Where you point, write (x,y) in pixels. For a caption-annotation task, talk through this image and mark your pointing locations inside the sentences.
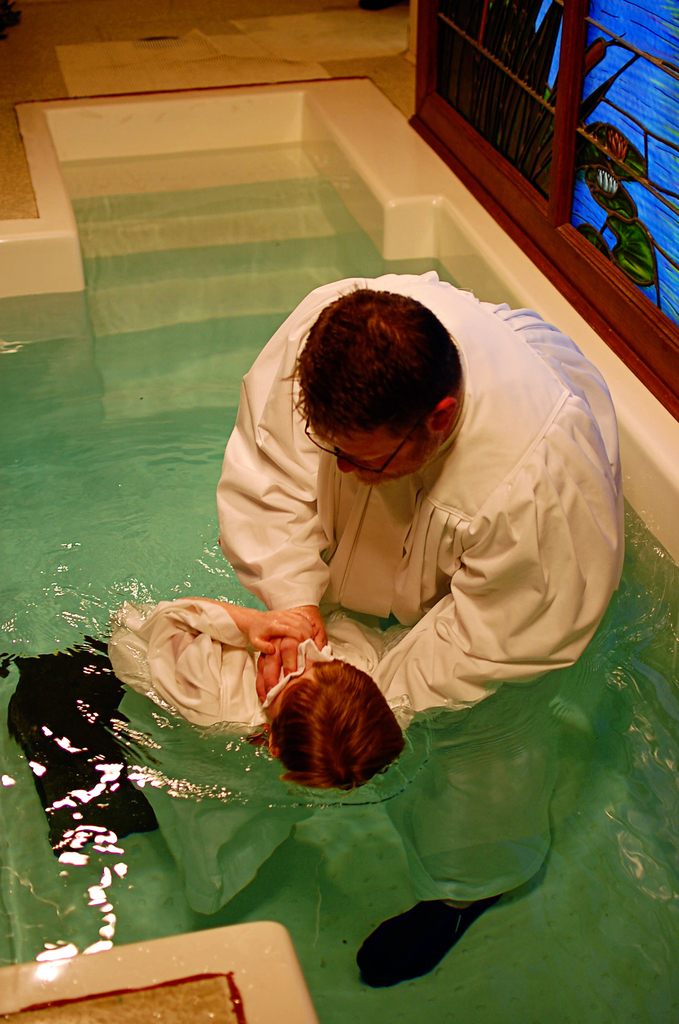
Here in this picture we can see a person (459,556) in a white colored dress (429,560) standing in a pool (467,714), which is filled with water (210,458) over there and dipping a person (214,723) in the water (178,742) and behind him we can see a wall (466,88) with a different design (484,38) present over there.
